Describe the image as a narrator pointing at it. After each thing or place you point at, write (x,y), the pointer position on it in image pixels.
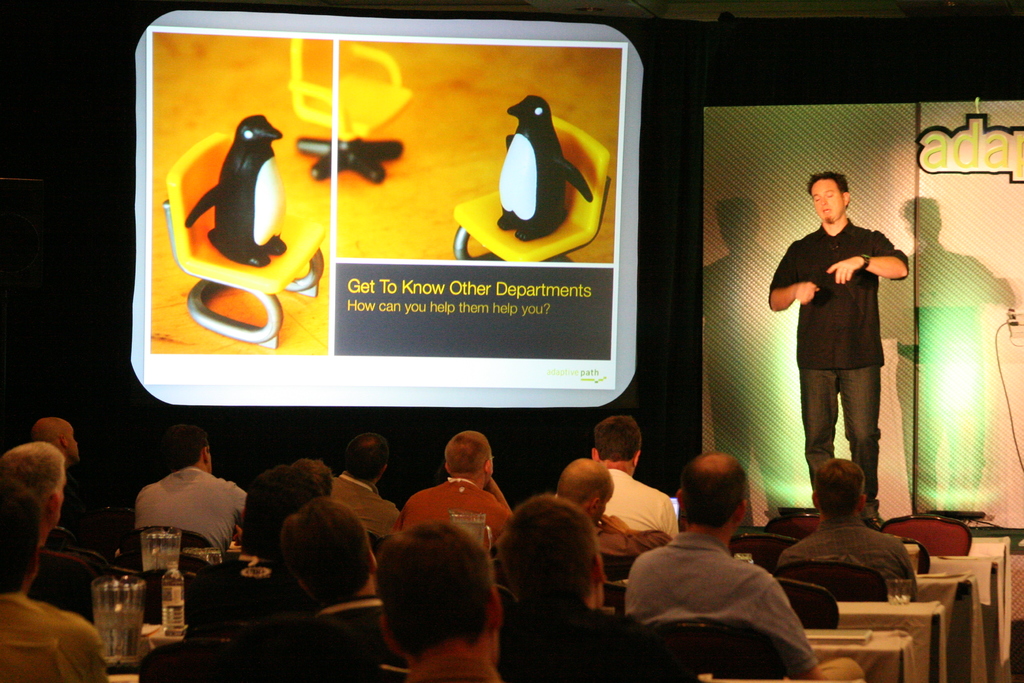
In this picture there is a man (814,272) who is standing on the stage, behind him I can see the banner (961,366). On the left (224,139) we can see the projector screen (199,172). In that I can see some penguins (252,194) who are standing on the chairs (248,277). At the bottom (394,599) I can see many people (374,464) who are sitting on the chair (689,676) near to the table (893,615). On the tables (928,672) I can see the water bottles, glasses (154,556) and other objects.
